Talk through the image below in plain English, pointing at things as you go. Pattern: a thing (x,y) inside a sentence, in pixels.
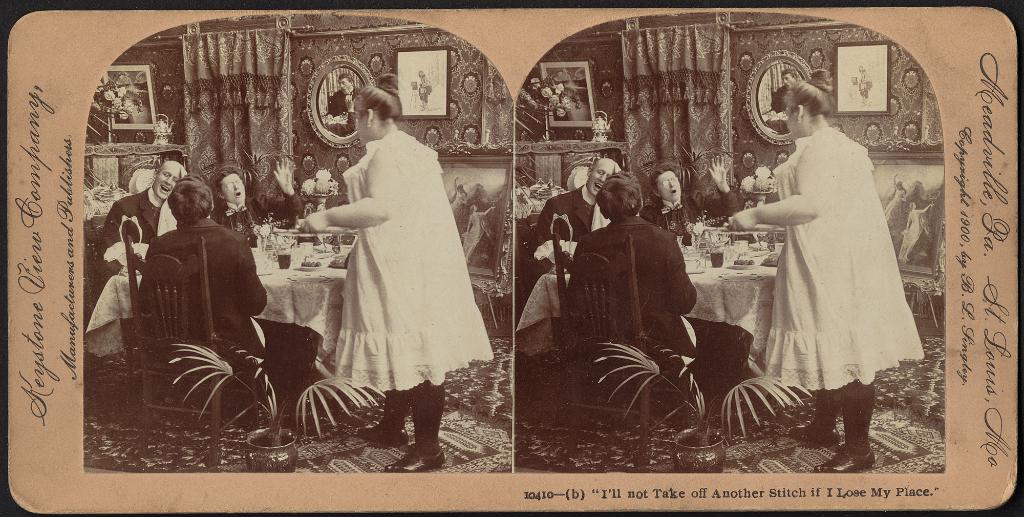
This is a picture of two photos (467,284) that are stick to the paper (28,52), where there are three persons (163,174) sitting on the chairs (570,280), a person (823,185) standing, some items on the table (742,274), frames (926,175) attached to the wall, curtain (680,70), carpet (551,400), plant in a photo (350,122), there is a same repeated photo (585,402) on the other side of the paper (932,84) and there are words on the paper (932,84).
